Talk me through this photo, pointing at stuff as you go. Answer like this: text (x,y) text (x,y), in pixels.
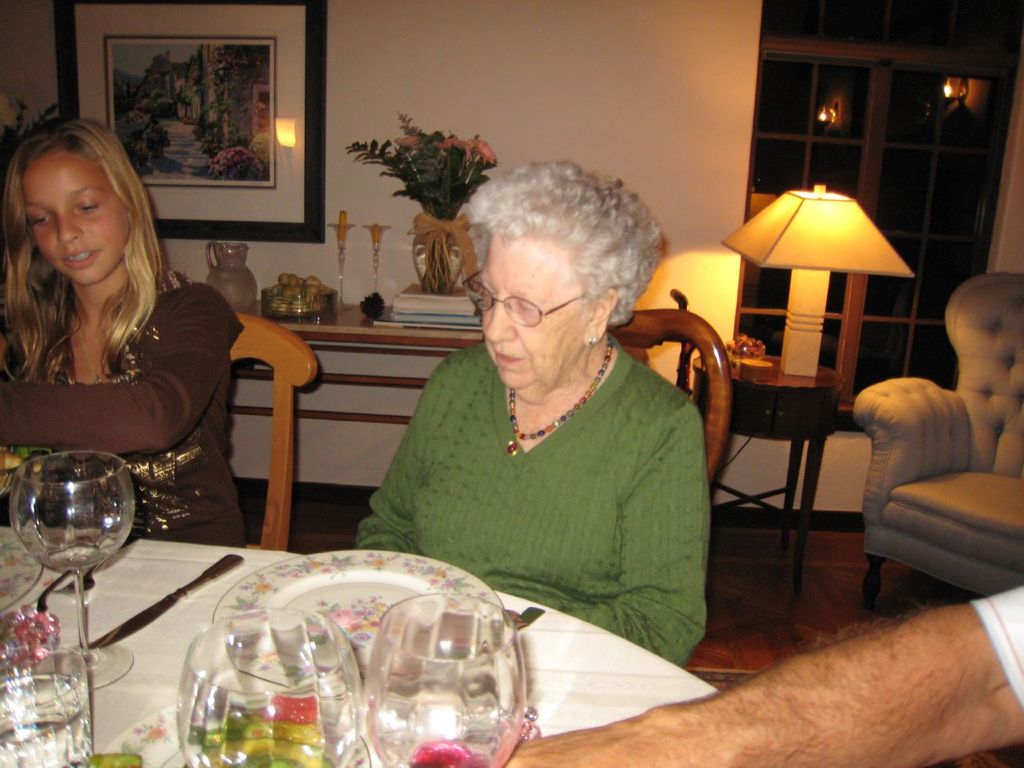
In this image there are 2 persons (505,465) sitting in a chair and in table (554,657) there are glass (317,663), plate (255,586), knife (222,568), and the back ground (416,251) there is flower vase (444,224), jug (238,248), frame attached to a wall (409,19), lamp (826,263) and a couch (1012,331) and another person (959,662).
